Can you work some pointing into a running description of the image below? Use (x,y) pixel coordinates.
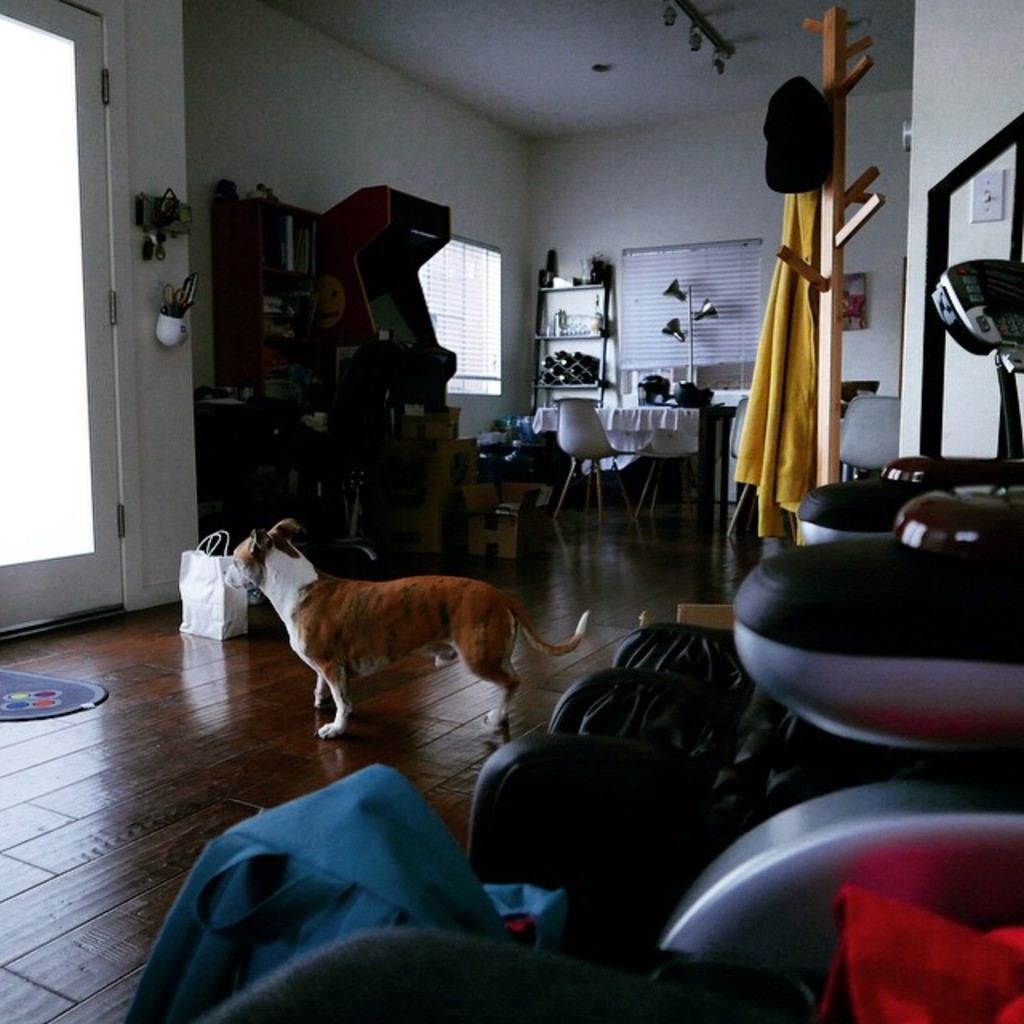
In this image I see a dog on the floor (407,572) and I see a bag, chair (671,666), a table (647,441), cloth (655,417), cap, racks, window (715,282), door (42,62) and the wall (685,201).
